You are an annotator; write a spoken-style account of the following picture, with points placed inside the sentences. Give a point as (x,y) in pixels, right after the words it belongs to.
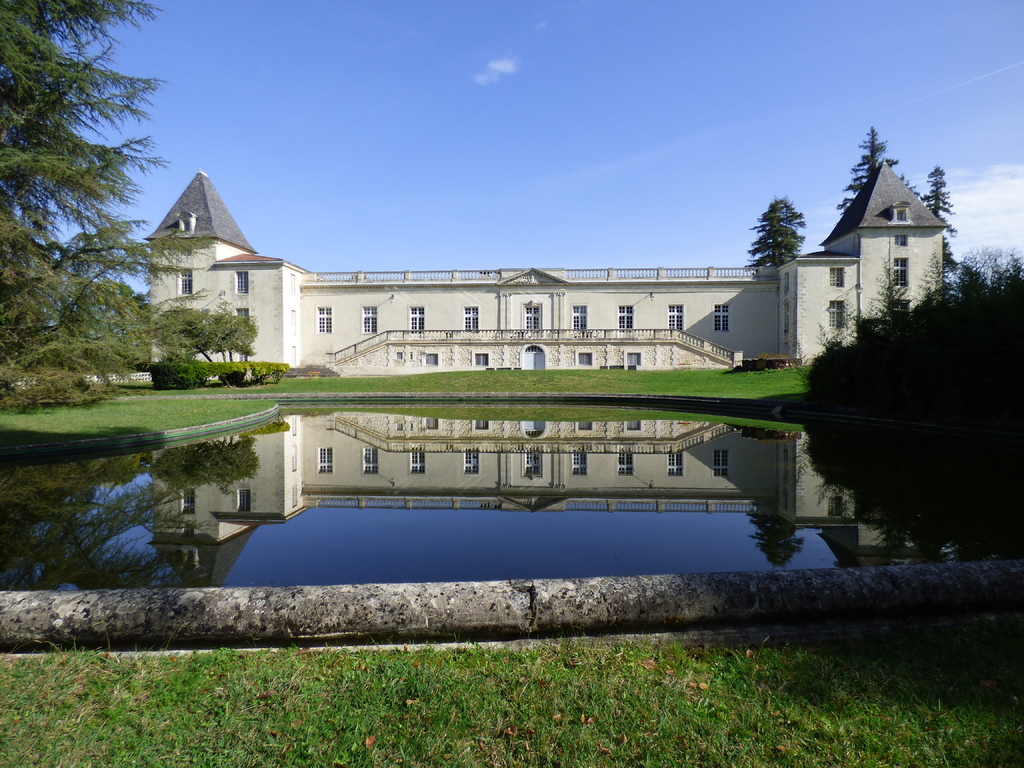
In the image we can see a building (491,336) and these are the windows (473,314) of the building (473,336). We can even see the water (390,516), grass (480,704), trees (21,217) and the sky (395,232).
